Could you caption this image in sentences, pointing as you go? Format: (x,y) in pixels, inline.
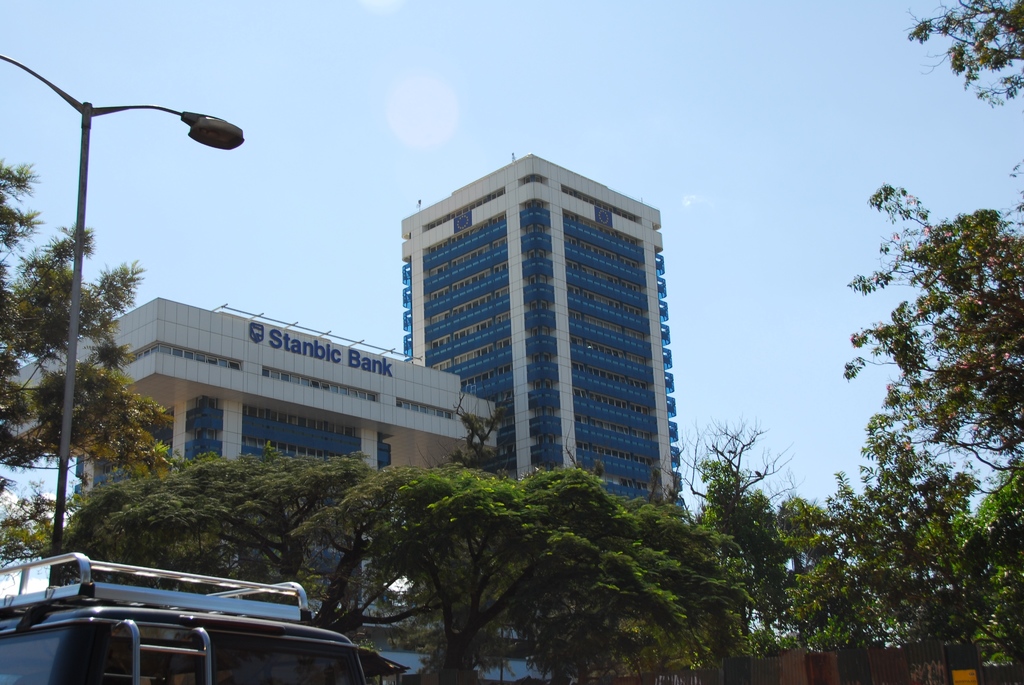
There is a vehicle (161,648) in the left corner (155,668) and there are trees (545,482) and a building (513,380) in the background (460,362).
